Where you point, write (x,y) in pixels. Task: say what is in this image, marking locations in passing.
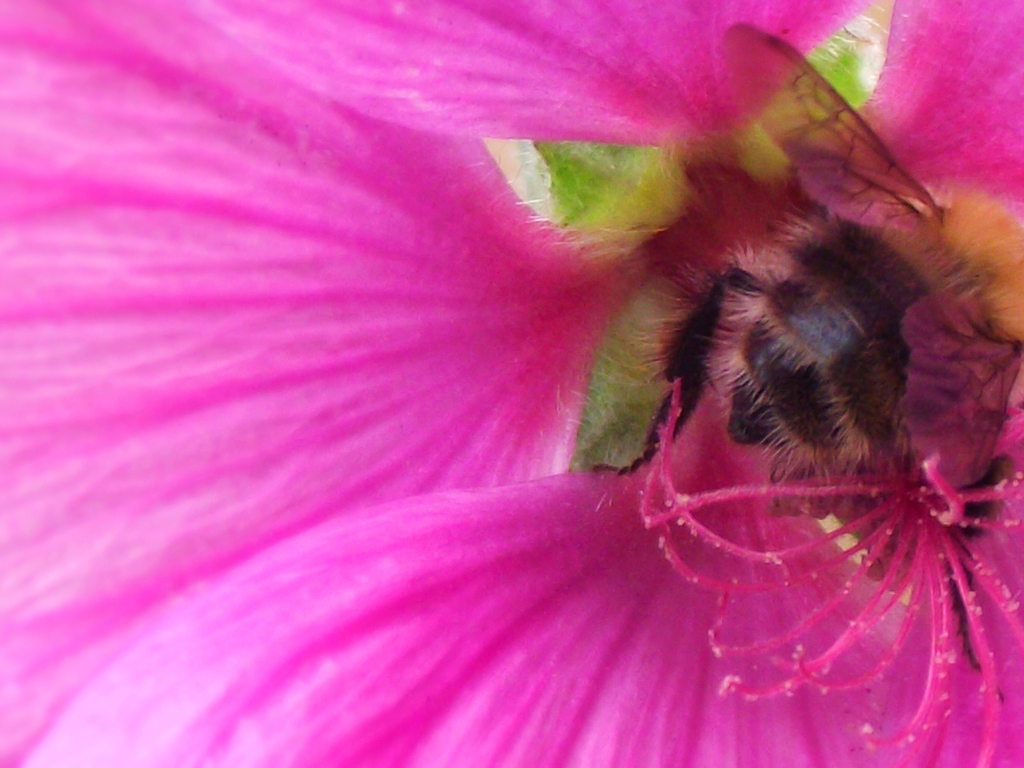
In this image we can see a honey bee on a flower (350,447).
